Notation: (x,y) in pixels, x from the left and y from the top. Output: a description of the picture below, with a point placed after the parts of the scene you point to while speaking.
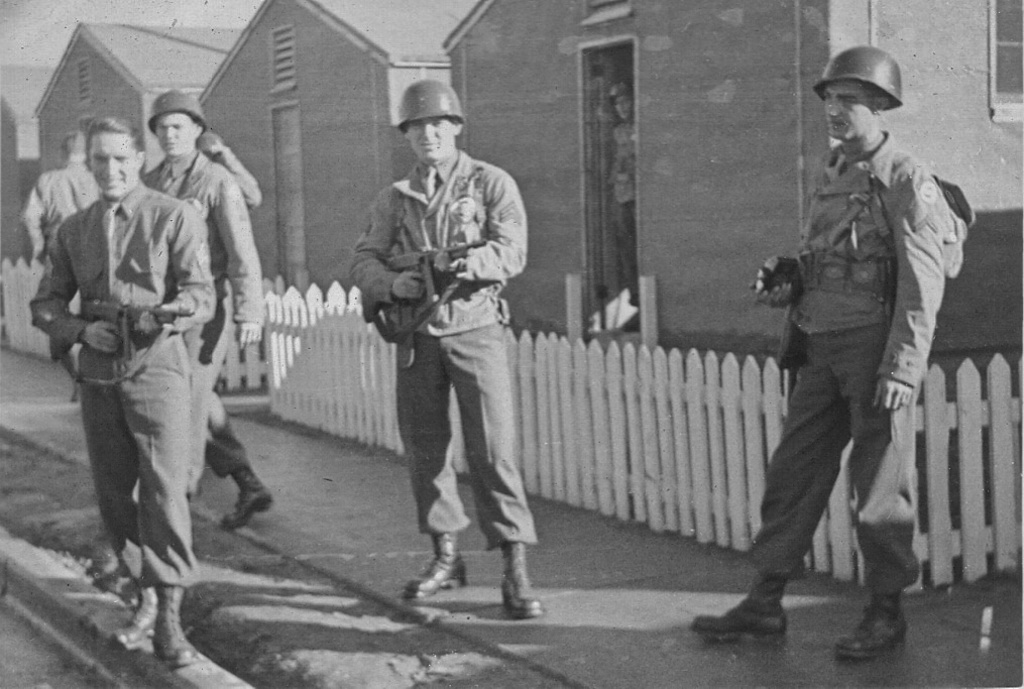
This is a black and white image. In this image we can see there are some people (167,415) standing and holding a gun (398,262) in their hands (474,257). In the background (420,71) there are some houses (662,70) and sky (84,15).
